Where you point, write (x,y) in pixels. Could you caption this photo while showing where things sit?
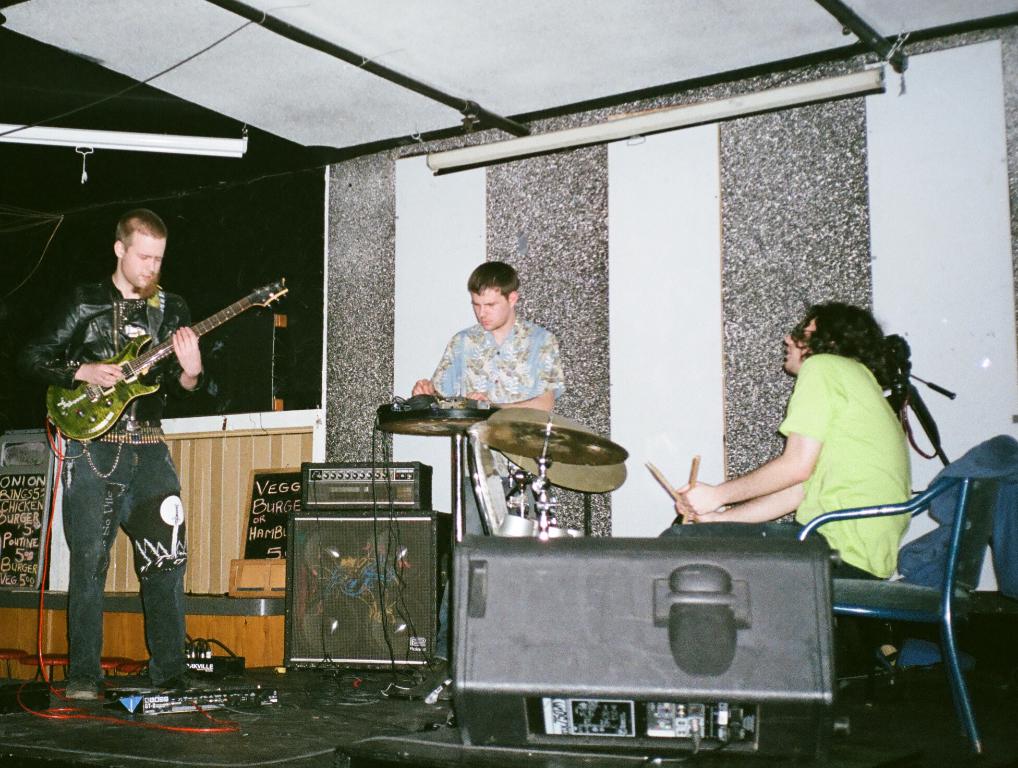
In this Image I see 3 men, in which one of them is sitting on chair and holding sticks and rest of them are standing they're with their musical instruments (531,442). I can also see few equipment (552,522) over here.
